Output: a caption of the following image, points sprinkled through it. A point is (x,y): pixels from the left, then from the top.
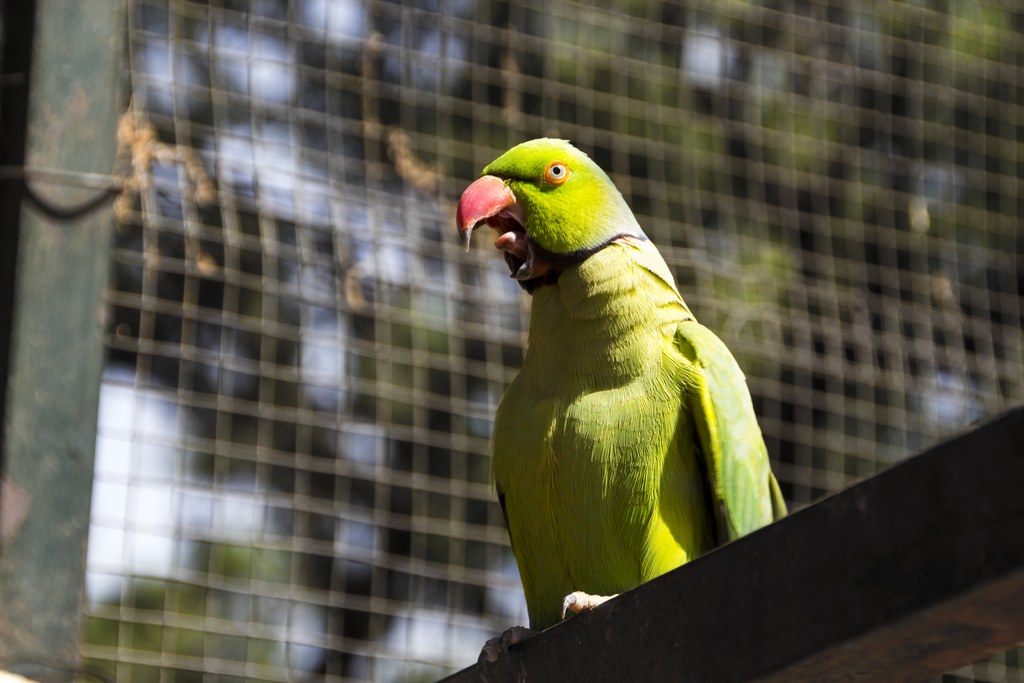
In this picture we can see a parrot (586,338) in the middle of the image (538,374), in the background (481,522) we can find fence (271,319) and few trees (710,108).
